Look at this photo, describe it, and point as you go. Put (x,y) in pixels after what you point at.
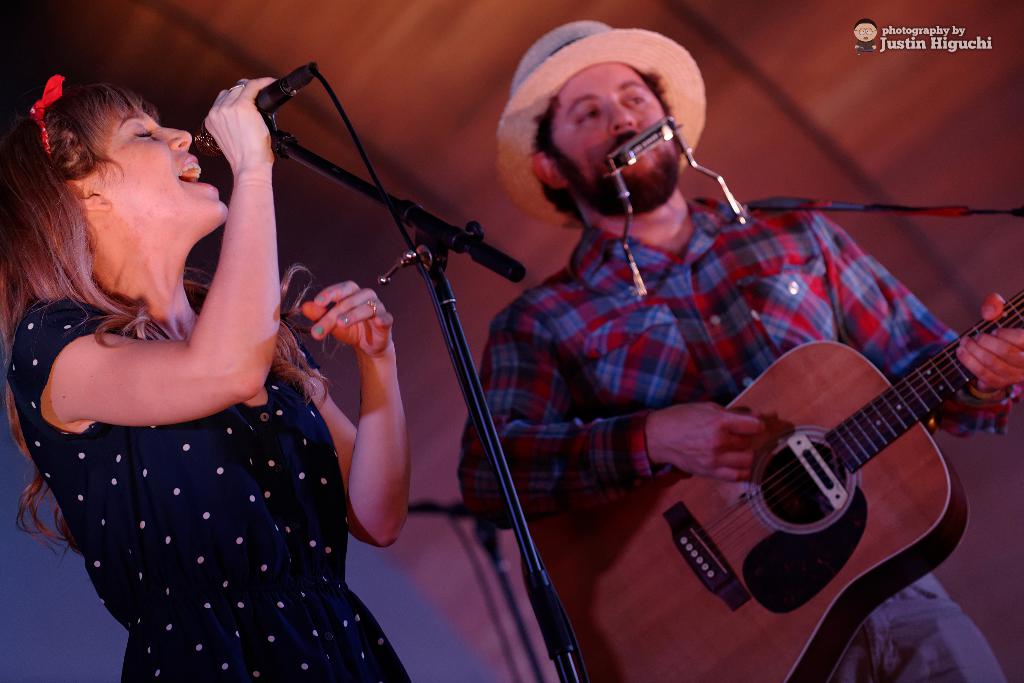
In this image on the right side (696,397) there is one person (673,396) who is standing and he is playing guitar (872,388) in front of him there is mike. On the left side (106,381) there is one woman (59,291) who is standing and she is holding mike (195,137) it seems that she is singing.
